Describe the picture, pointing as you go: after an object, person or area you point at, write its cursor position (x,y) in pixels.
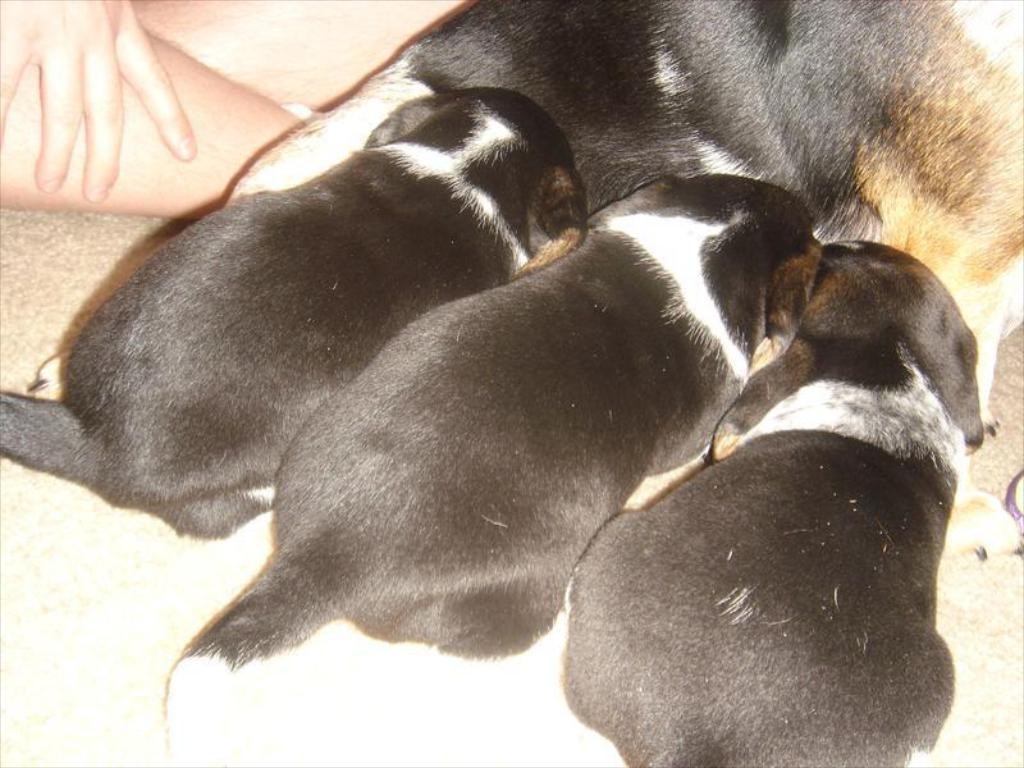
In this image I can see three dogs (592,373) lying and mother dog (761,64) feeding these three dogs (480,208) and a person (108,126) near these dogs (330,245).
